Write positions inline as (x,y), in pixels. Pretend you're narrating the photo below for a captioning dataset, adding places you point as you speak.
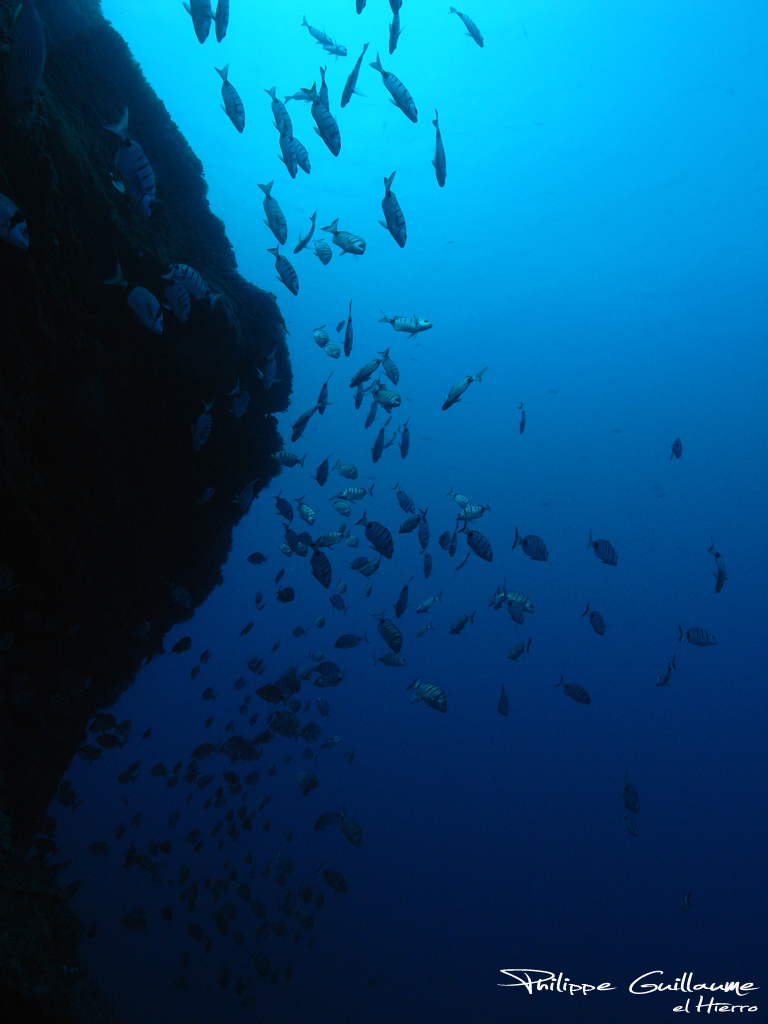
In this image, we can see huge fish (404,530) in the water (281,65) and there is a rock (147,271). At the bottom (605,979), there is some text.
